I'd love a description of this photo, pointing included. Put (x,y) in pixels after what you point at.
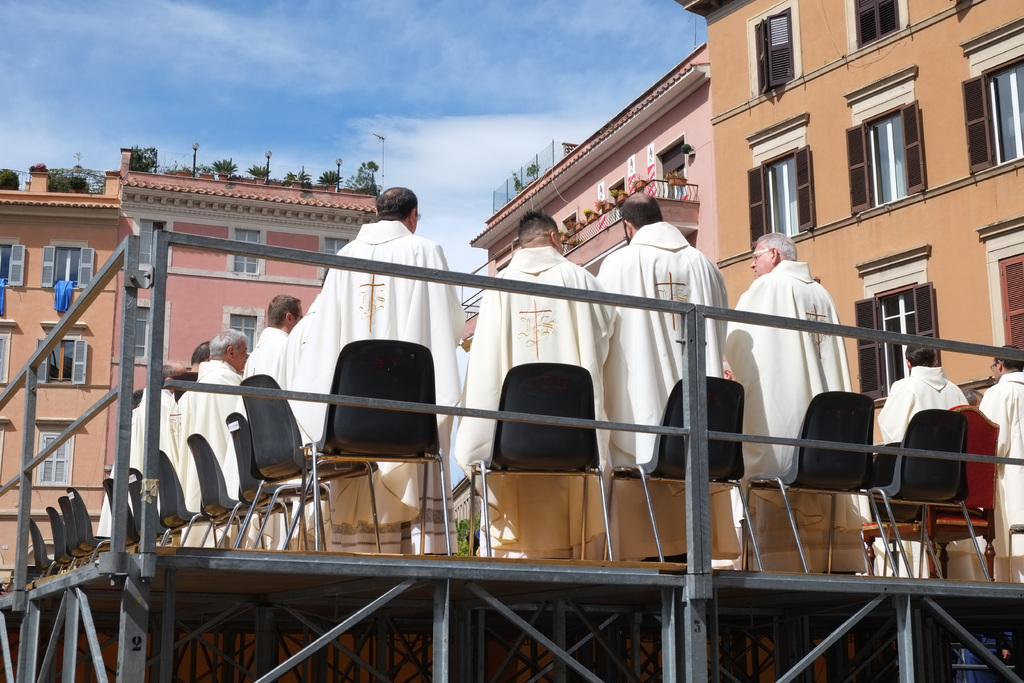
There are group of persons (167,446) standing besides the chairs (374,448) on the stage (151,394). All the men (304,417) are turning backwards and all of them are wearing white dresses (292,343). In the background (97,324) there are some buildings (215,187), plants (518,175) and a blue sky (454,187).
